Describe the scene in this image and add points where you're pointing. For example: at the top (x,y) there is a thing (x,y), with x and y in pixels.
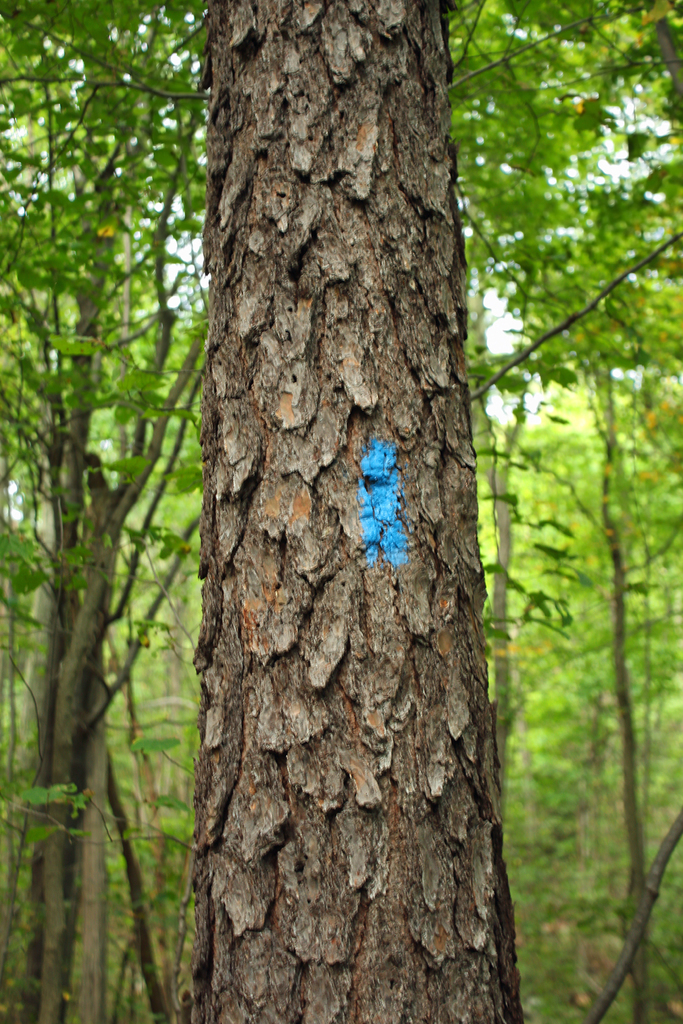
This is a tree trunk (357,551). In the background (146,365), I can see the trees (580,546) with branches (121,823) and leaves (132,478).
